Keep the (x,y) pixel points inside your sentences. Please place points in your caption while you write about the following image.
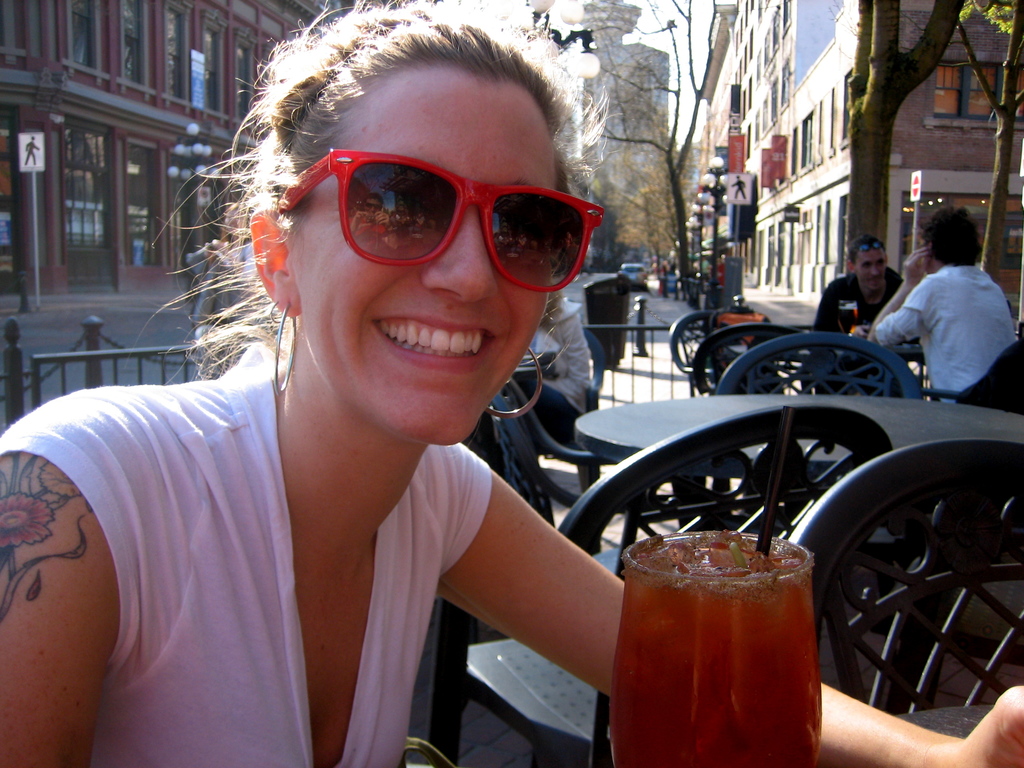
In the picture we can see a woman (162,509) wearing white color dress (163,615), red color goggles (498,242) sitting and there is a drink (715,615) in front of her, we can see some group of people (983,363) sitting on chairs (752,388) around table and in the background of the picture (74,98) there are some trees (706,78), buildings (663,93) and there is a road (69,385).
